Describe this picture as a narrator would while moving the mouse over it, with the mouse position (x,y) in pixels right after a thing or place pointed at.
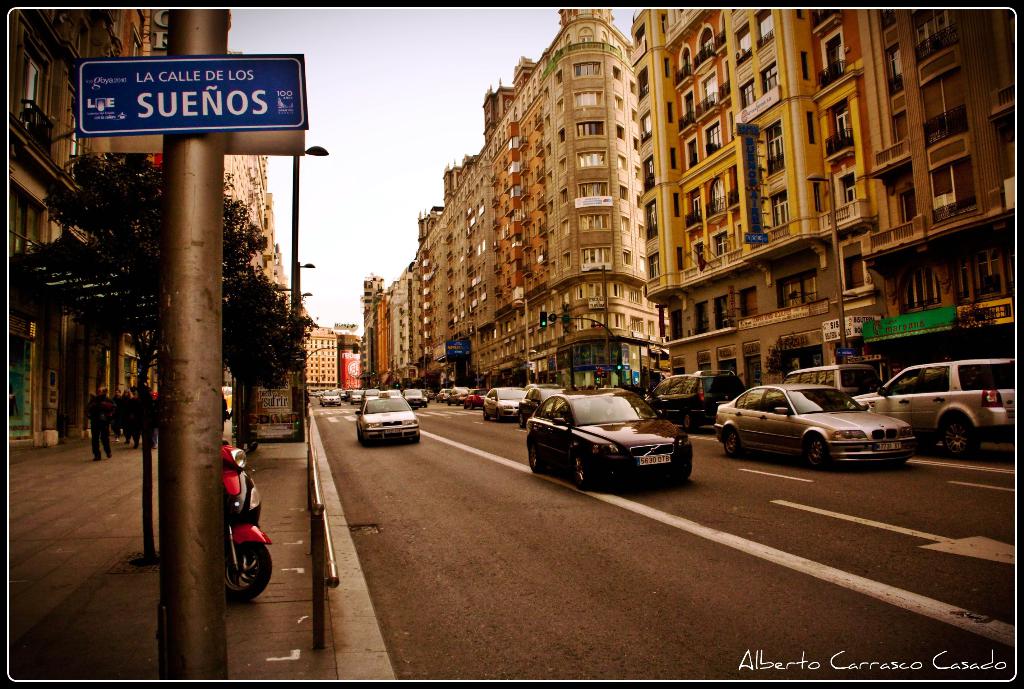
In this image there are cars (567,474) passing on the road (533,493), beside the road (533,493) there are lamp posts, a bike (244,496), trees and a few people (105,439) walking on the pavement (262,459), on the either side of the road (486,467) there are buildings (475,297), in front of the image there is a nameplate (225,103).
